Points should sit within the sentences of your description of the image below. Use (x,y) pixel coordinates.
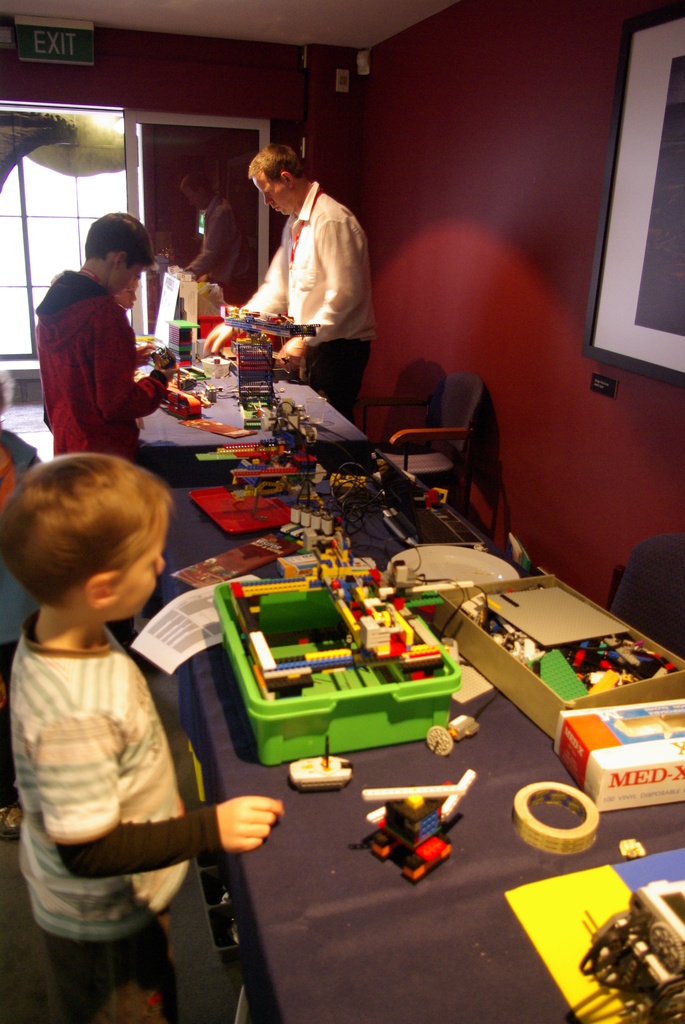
on a table (237,791) there are tape (564,843), green basket (334,722), paper (178,663) and toys (274,451). at the left (81,556) 2 people (93,631) are standing. at the right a person (342,277) is standing wearing white shirt (319,256). behind him there is a maroon wall (490,280) on which there is a photo frame (628,265). on the left (101,195) back there is a window (48,253) and on the top (24,53) exit board (48,53) is present.
